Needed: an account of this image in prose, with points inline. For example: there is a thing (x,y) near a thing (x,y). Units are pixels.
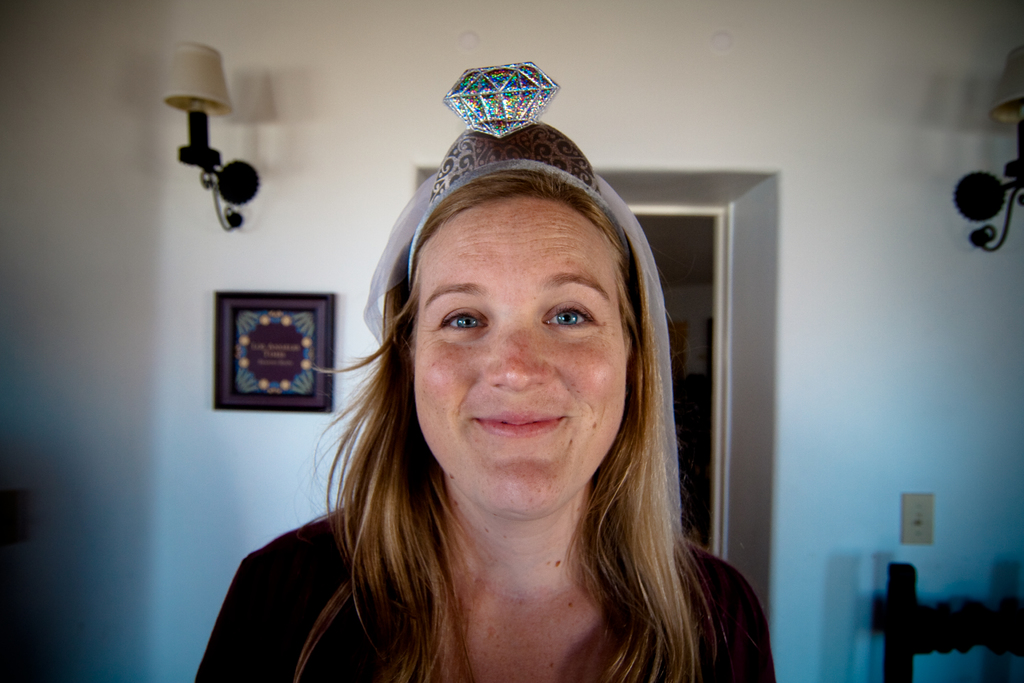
The woman (596,313) in front of the picture wearing black T-shirt (360,594) is smiling. She is wearing a hair band (617,219) and we see a diamond shaped thing (504,114) is placed on her head (463,404). Behind her, we see a white wall (258,244) on which photo frame (237,302) and a lamp (166,103) or lantern (198,94) are placed. Beside that, we see the entrance (687,295) of the room (700,421). In the right bottom of the picture (910,583), we see a chair (923,614).
